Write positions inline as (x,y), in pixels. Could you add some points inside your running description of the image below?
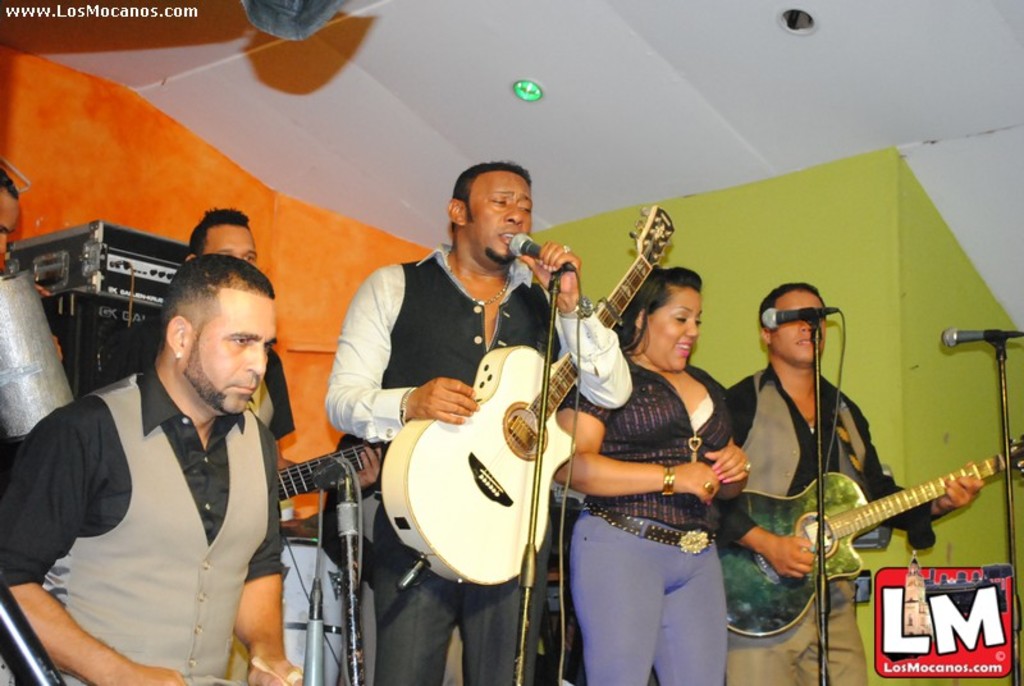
There are few people (397,367) on the stage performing by singing and playing musical instruments (432,423).
